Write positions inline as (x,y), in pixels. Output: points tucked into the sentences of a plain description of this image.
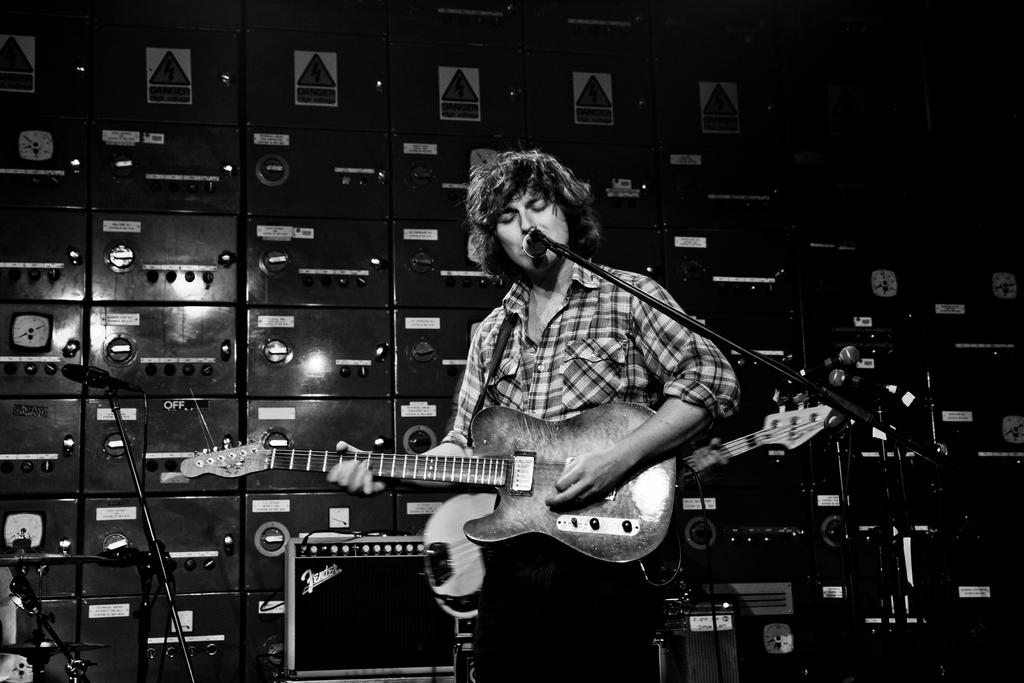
This is a black and white image. This might be clicked in a musical concert. there are mike's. There is a person (691,373) standing in the middle (552,403), he is playing guitar (531,448) and singing something. There is a mic (530,244) in front of him. There are speakers (408,576) in the bottom (379,567).
